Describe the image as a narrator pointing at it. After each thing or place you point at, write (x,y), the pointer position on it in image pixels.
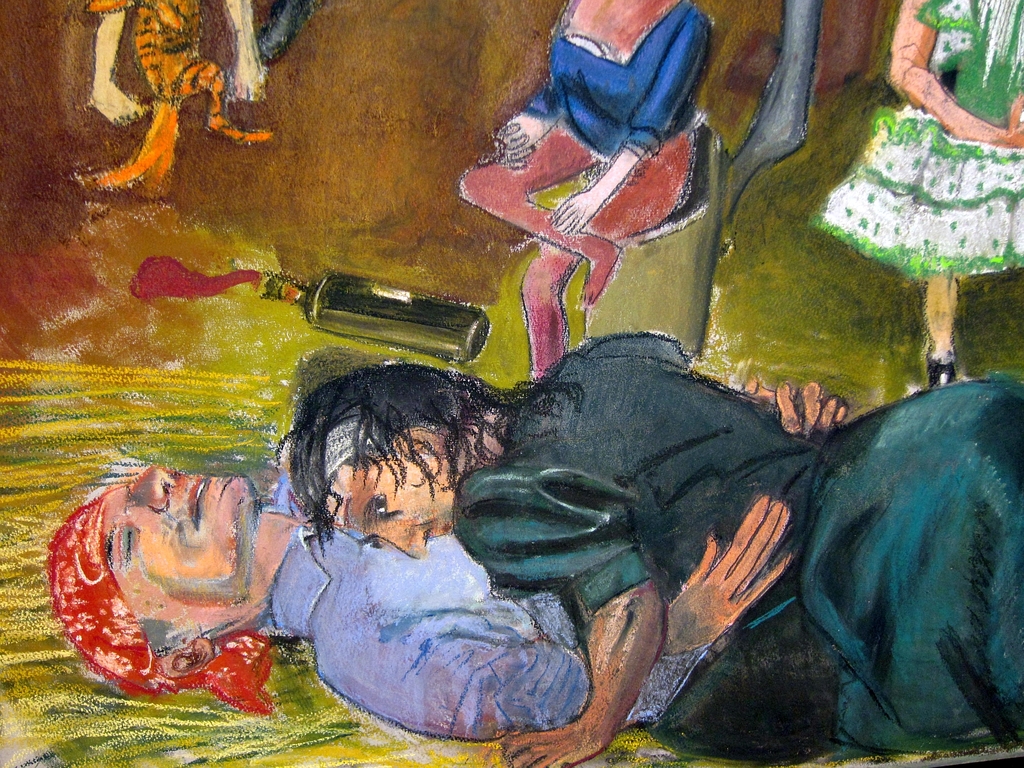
In this image, we can see an art (398,157) contains depiction of persons (598,149) and bottle (374,324).
